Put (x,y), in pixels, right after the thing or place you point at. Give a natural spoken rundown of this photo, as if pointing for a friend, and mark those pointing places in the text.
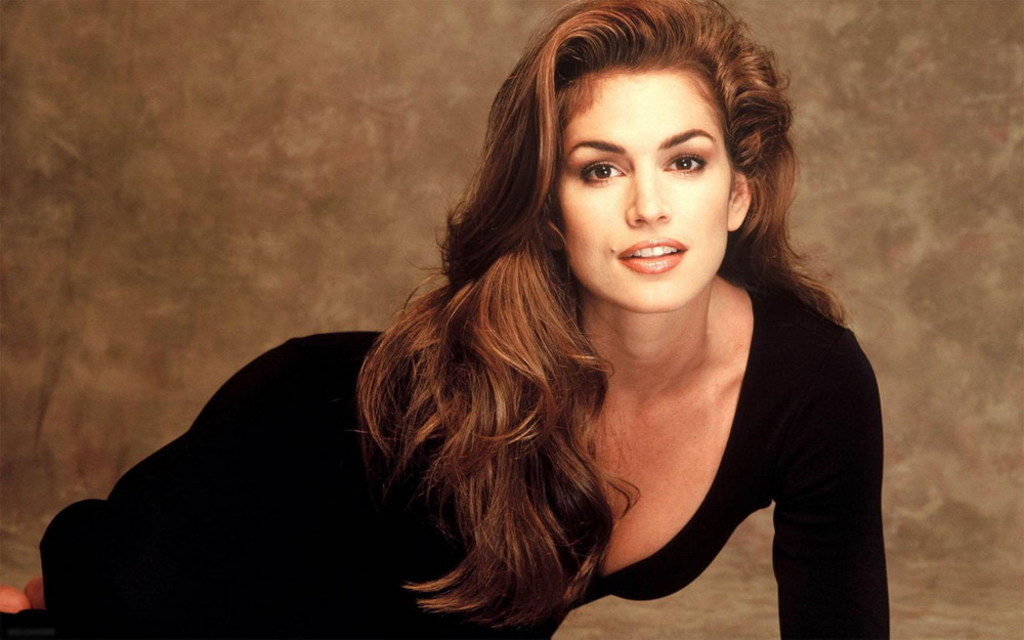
In this image we can see a woman (545,245) lying on the floor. On the backside (343,165) we can see a wall (426,179).
